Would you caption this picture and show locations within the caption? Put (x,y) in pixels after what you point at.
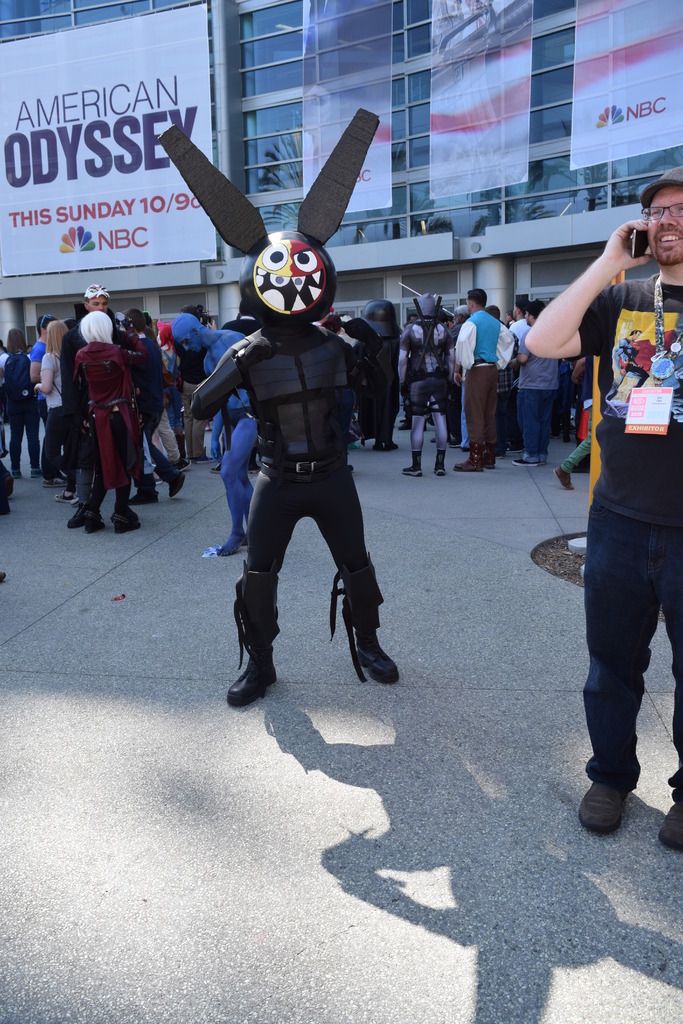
In this image there is a man (253,341) with drama costume (256,486) is standing in the middle (308,428) behind him there are so many other people (67,341) standing also there is a building (58,282) with the name (10,157) american odyssey poster (83,222) on it.
